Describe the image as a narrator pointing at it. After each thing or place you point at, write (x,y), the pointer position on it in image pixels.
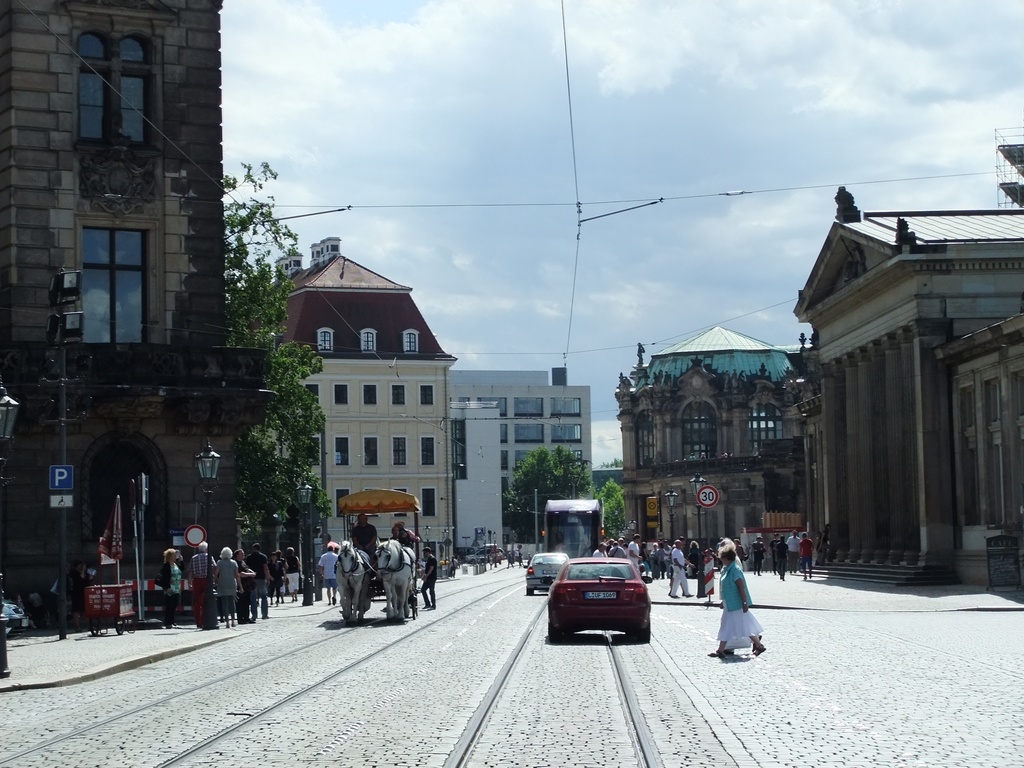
In this image, I can see a horse cart (396,593), cars (615,618) and a bus (565,538) are moving on the road (382,671). I can see groups of people (694,565) walking. I think these are the streetlights (215,468). These are the sign boards (59,502) attached to the poles (708,508). These are the buildings (351,355) with windows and pillars (870,463). I can see the trees (572,457).
